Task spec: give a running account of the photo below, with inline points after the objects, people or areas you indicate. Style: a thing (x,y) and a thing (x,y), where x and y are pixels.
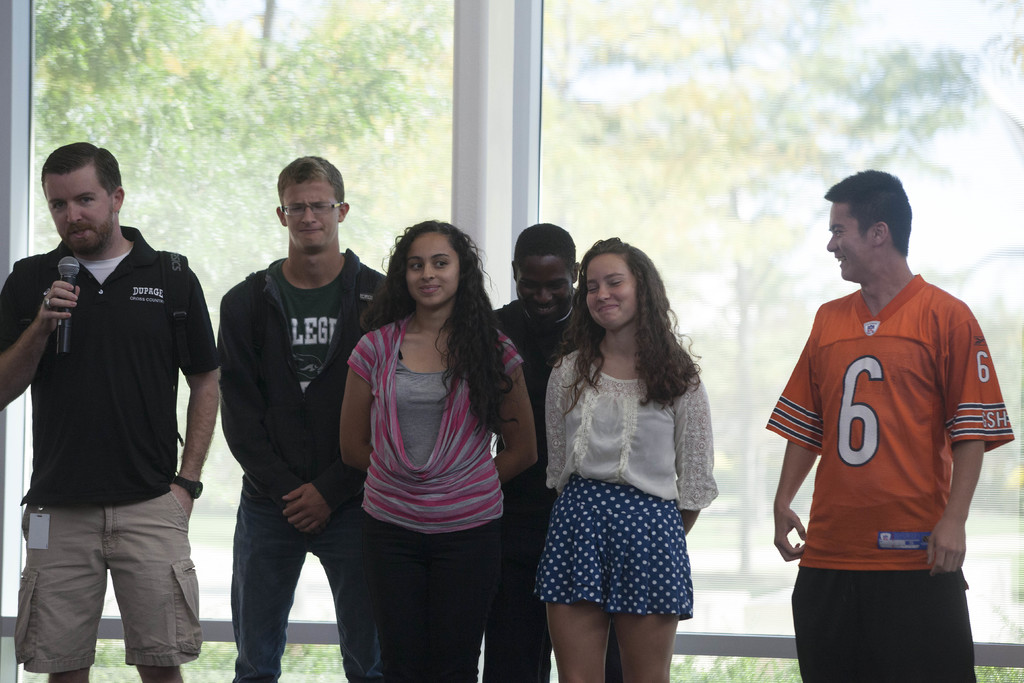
People (579,457) are standing. The person (87,236) at the left (61,441) is wearing a black t shirt (103,441), shorts (130,519) and a watch (199,483). He is holding a microphone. There are glasses (592,220) behind them through which we can see trees (676,103).
